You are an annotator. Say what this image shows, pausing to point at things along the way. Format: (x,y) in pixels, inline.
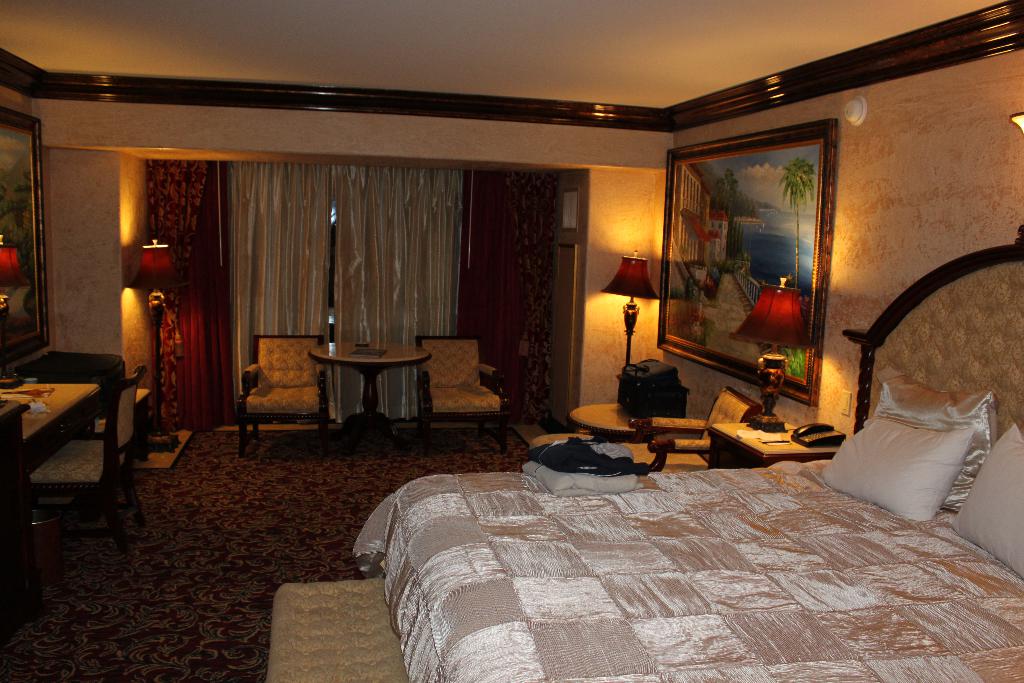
In this picture I can see the inside view of a room (298,392) and in the front (379,527), I can see a bed (679,472) on which there are few pillows (948,447). On the right side of this picture (738,410) I can see 2 lamps (637,291), a chair (686,419) and the wall (863,127), on which I can see a photo frame (789,193). In the background (295,319) I can see the curtains (291,333), 2 more chairs (320,378), another table (413,356) and 2 lamps (153,275). I can also see another photo frame (28,217) on the left side of this image (6,153).
